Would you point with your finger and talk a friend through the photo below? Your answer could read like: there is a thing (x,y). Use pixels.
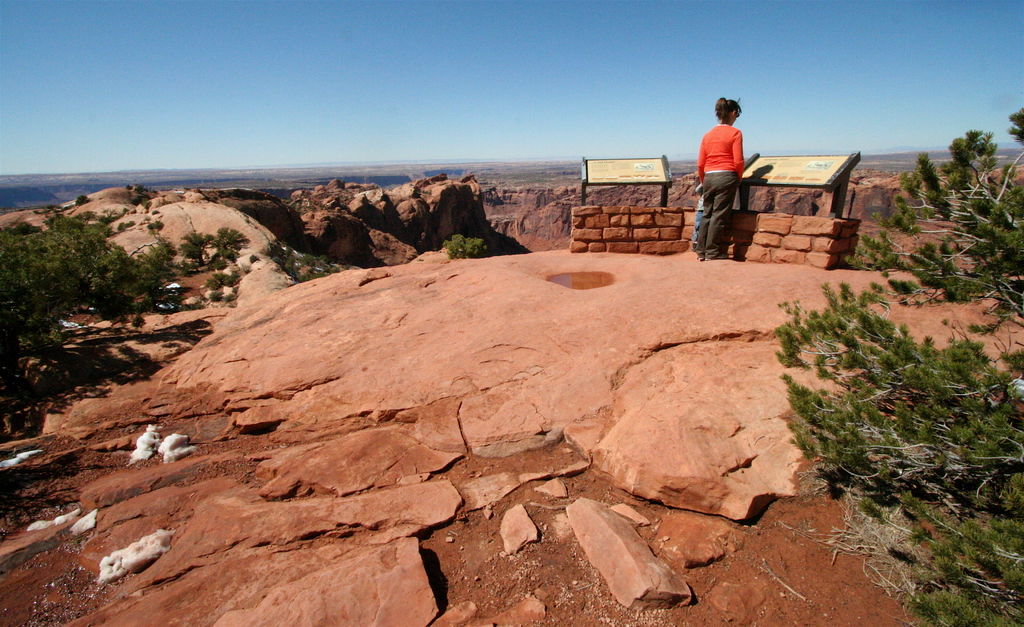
It is a hill station (342,350) and a woman (720,220) and a kid (698,188) are standing in front of a brick wall (664,216) and there are two signs (807,175) on the brick wall (804,227) and beside these two people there are some trees (904,461) and grass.
